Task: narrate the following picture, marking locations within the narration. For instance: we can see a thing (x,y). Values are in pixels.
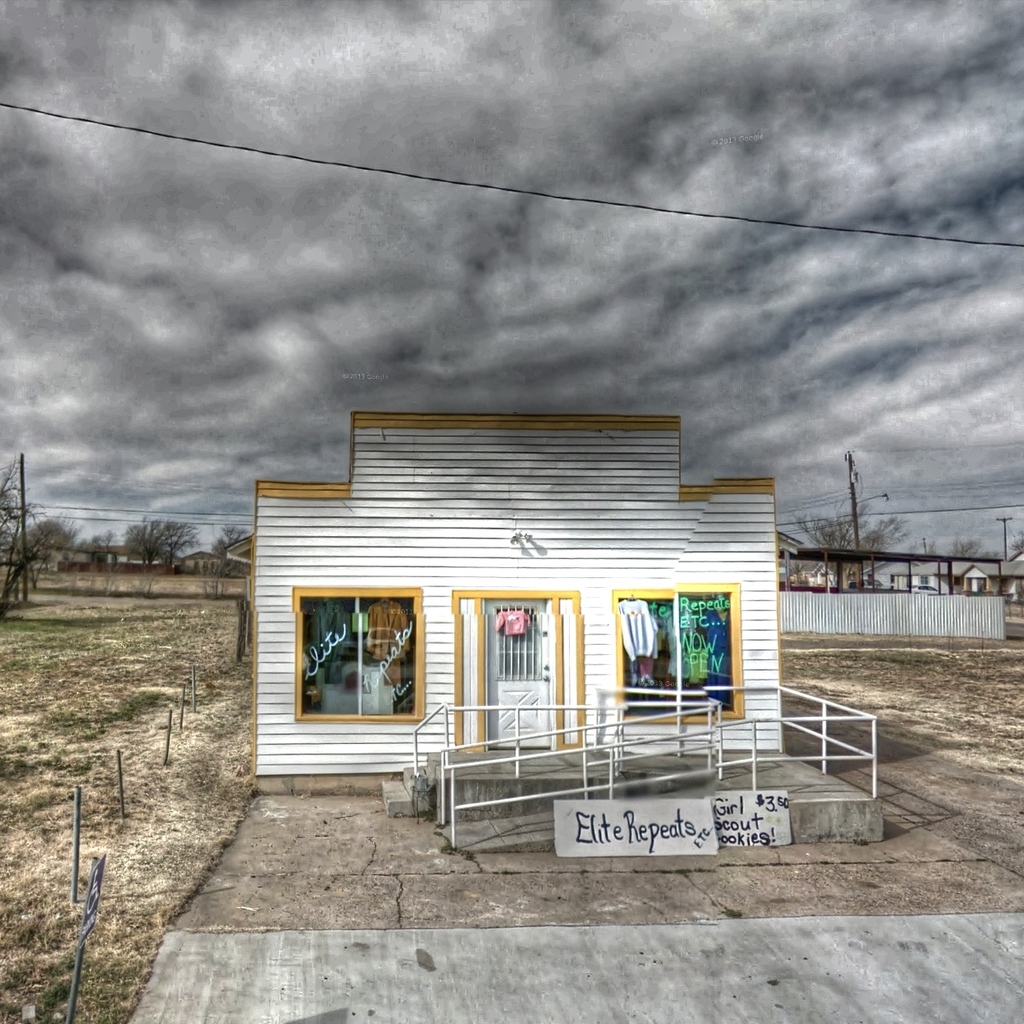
In this image in the center (514,501) there is a house (495,490), railing (824,753) and some boards (762,822), and in the background (856,538) there are some houses (1019,576), trees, poles (856,538), wires (1019,506). And at the bottom (88,810) there is grass (133,793) walkway (356,865) and some rods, and at the top (531,188) there is sky (597,243).
